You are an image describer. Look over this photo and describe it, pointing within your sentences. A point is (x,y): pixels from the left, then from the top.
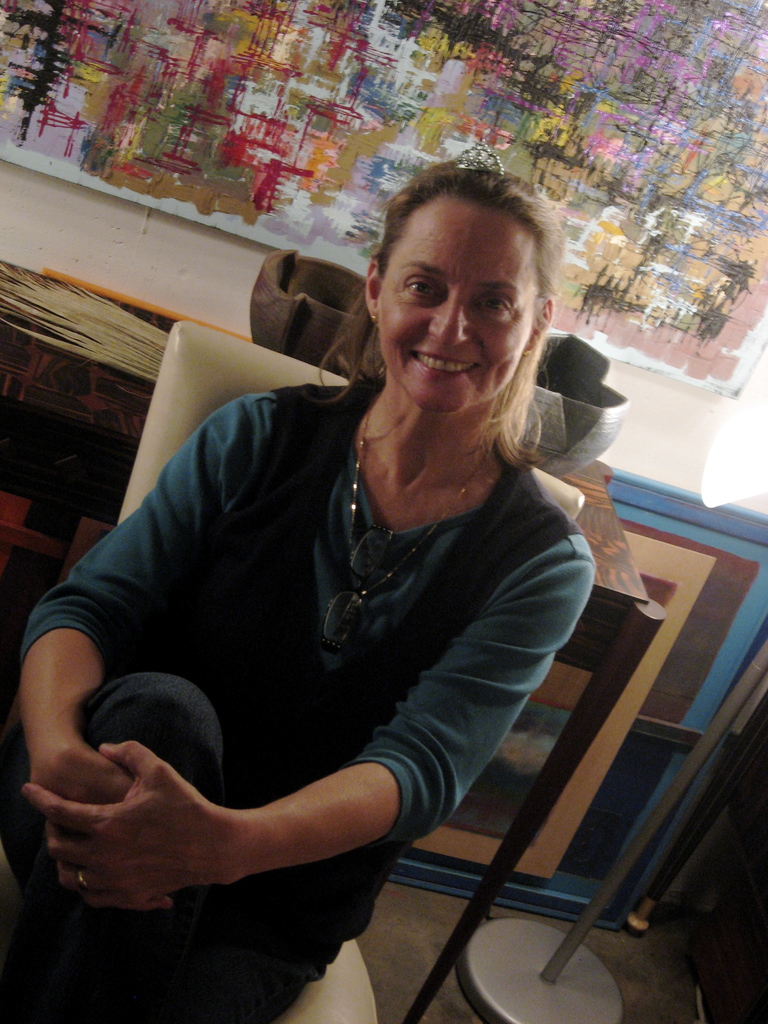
In this picture I can observe a woman (301,747) sitting on the chair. She is smiling. Behind her there is a table (8,353). In the background (507,109) I can observe a painting (406,172) on the wall (18,212).
